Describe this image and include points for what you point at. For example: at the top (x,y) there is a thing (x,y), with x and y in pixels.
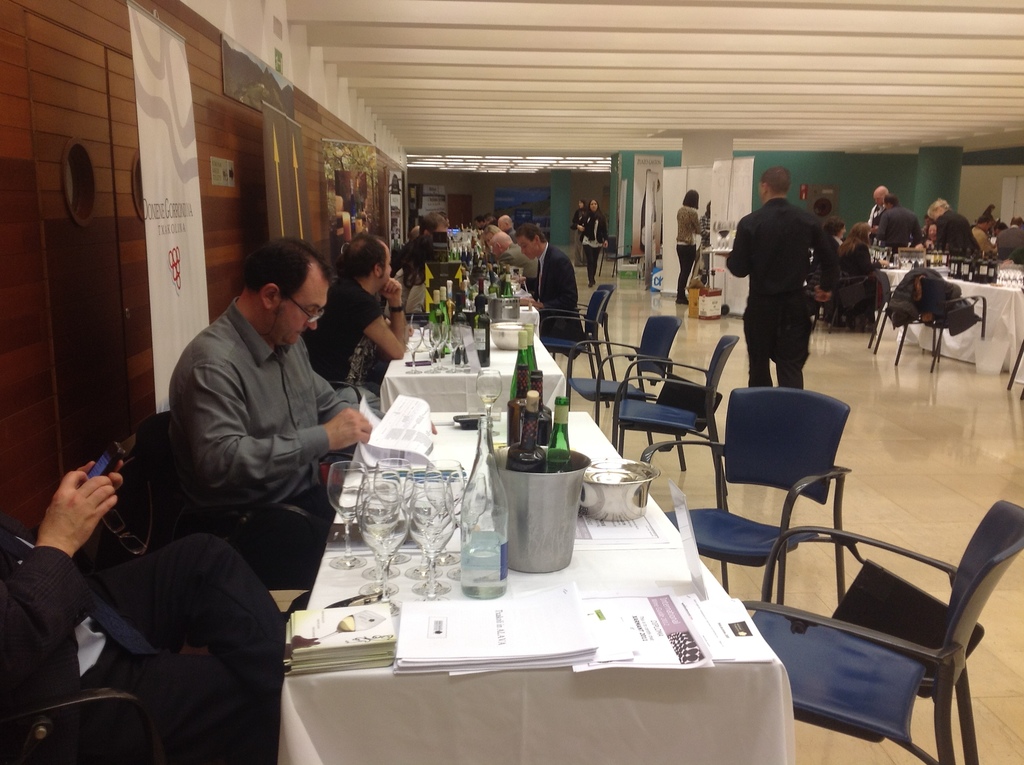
Here we can see some persons (290,360) are sitting on the chairs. These are the tables (551,760). On the table (439,415) there are glasses (443,460) and bottles (449,329). This is floor (901,472). Here we can see some persons (756,262) are standing on the floor (891,372). This is banner (172,205) and there is a pillar (699,155).
